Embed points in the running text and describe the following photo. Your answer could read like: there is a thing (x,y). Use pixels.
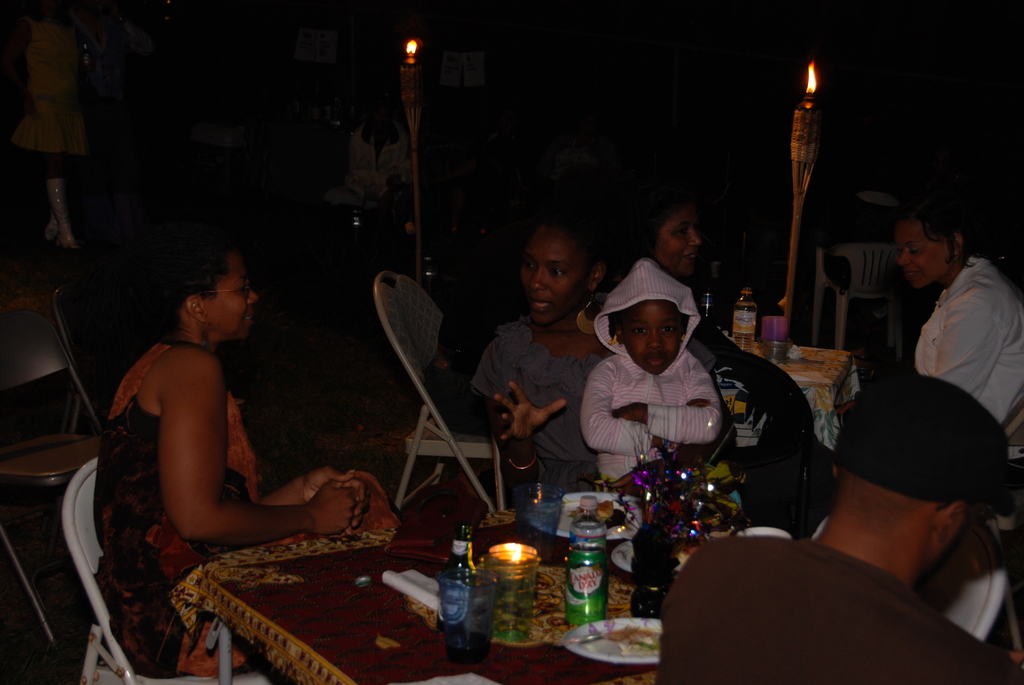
In this image i can see few people (576,342) sitting on chairs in front of a table (465,586), on the table (476,593) i can see few bottles (466,542), few plates (612,657) and a cloth (342,599). In the background (121,88) i can see few people (114,69) and fire (812,66).
